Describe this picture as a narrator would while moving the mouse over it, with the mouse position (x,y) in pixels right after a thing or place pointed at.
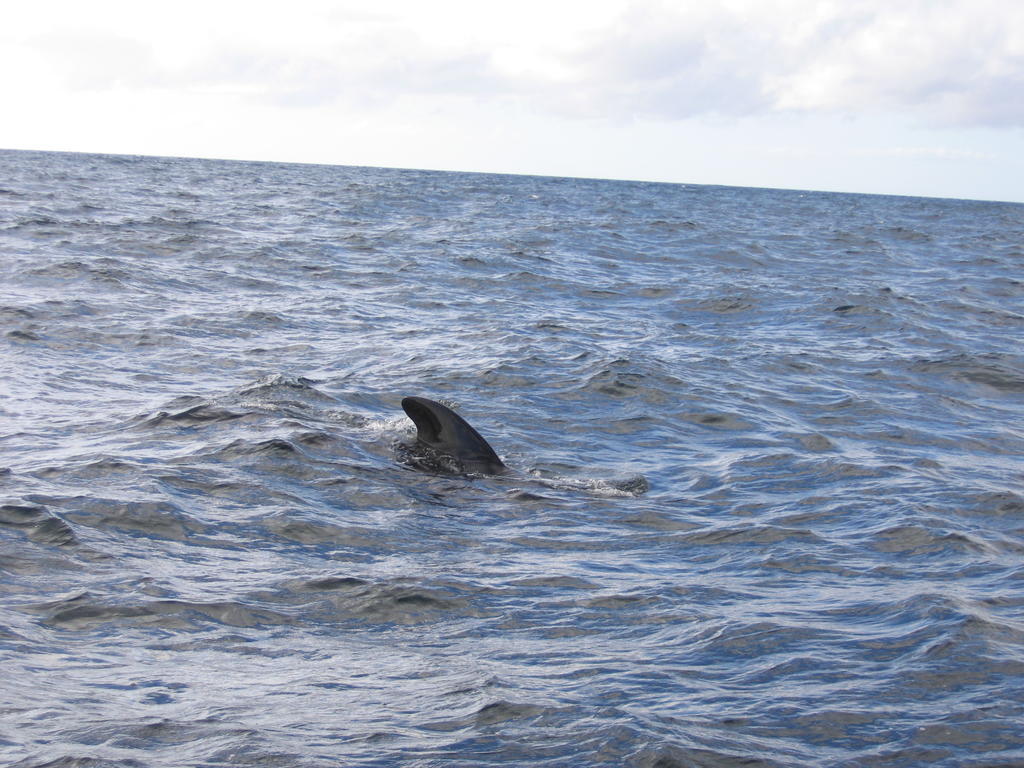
In this image I can see water (384,449) and in it I can see a black colour thing (443,447). In background (675,104) I can see cloudy sky (654,95).
